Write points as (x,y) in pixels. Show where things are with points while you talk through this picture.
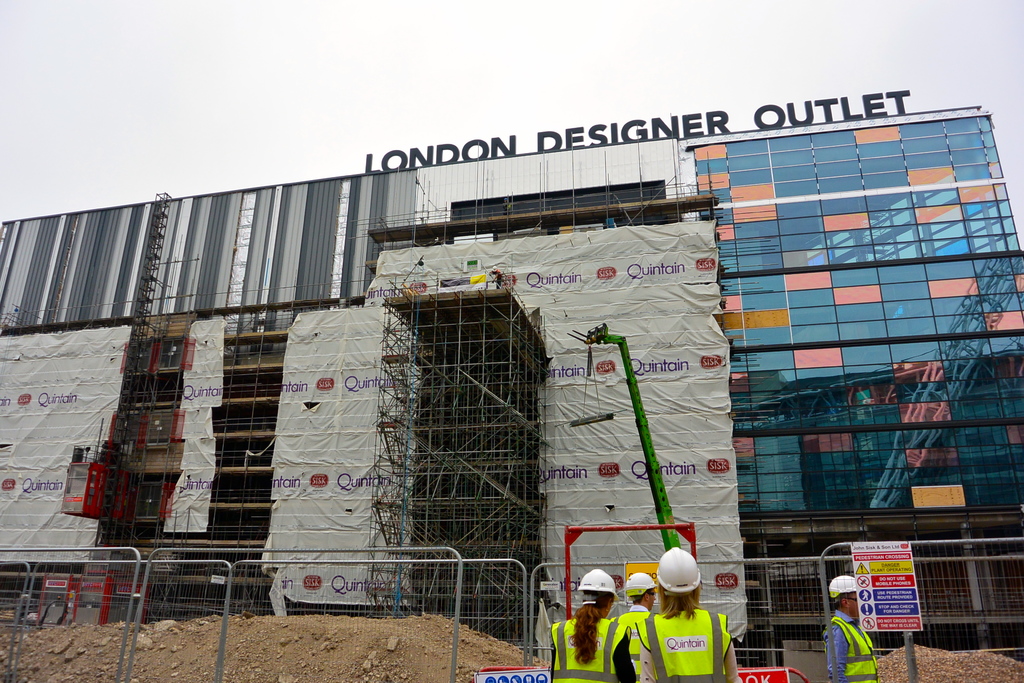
In this image I can see there is a building (813,399) and it is under construction and there are a few people (624,641) standing at the railing (167,589). The sky (277,55) is cloudy.
